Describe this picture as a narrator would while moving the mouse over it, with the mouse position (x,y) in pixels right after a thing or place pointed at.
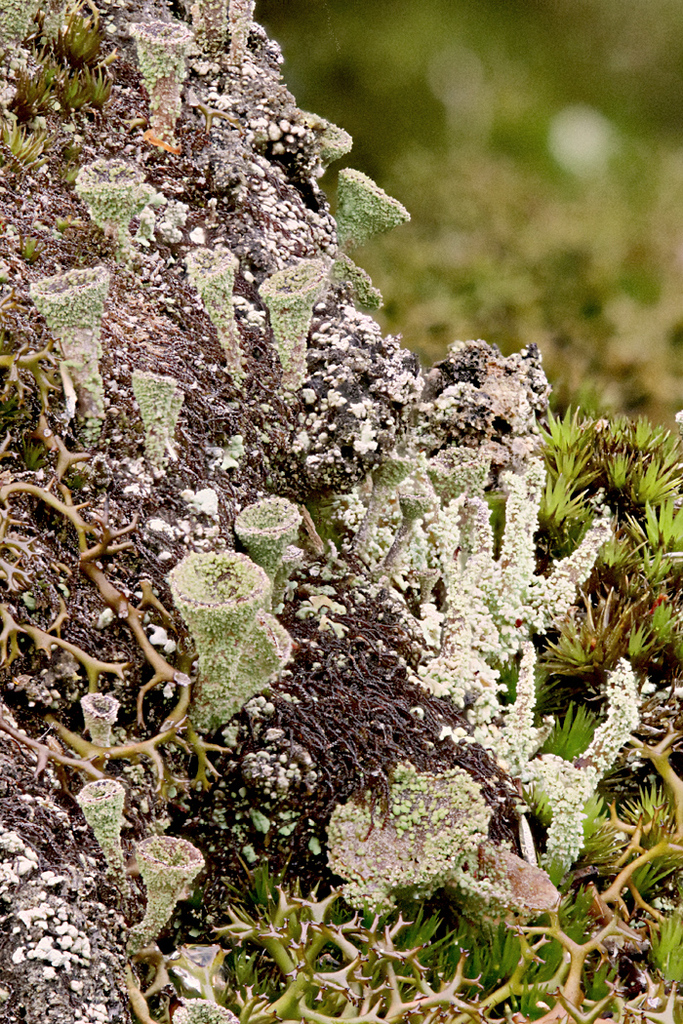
In this image, I can see creepers (352,711), grass (553,524) and plants (444,411). This picture might be taken in a day.
